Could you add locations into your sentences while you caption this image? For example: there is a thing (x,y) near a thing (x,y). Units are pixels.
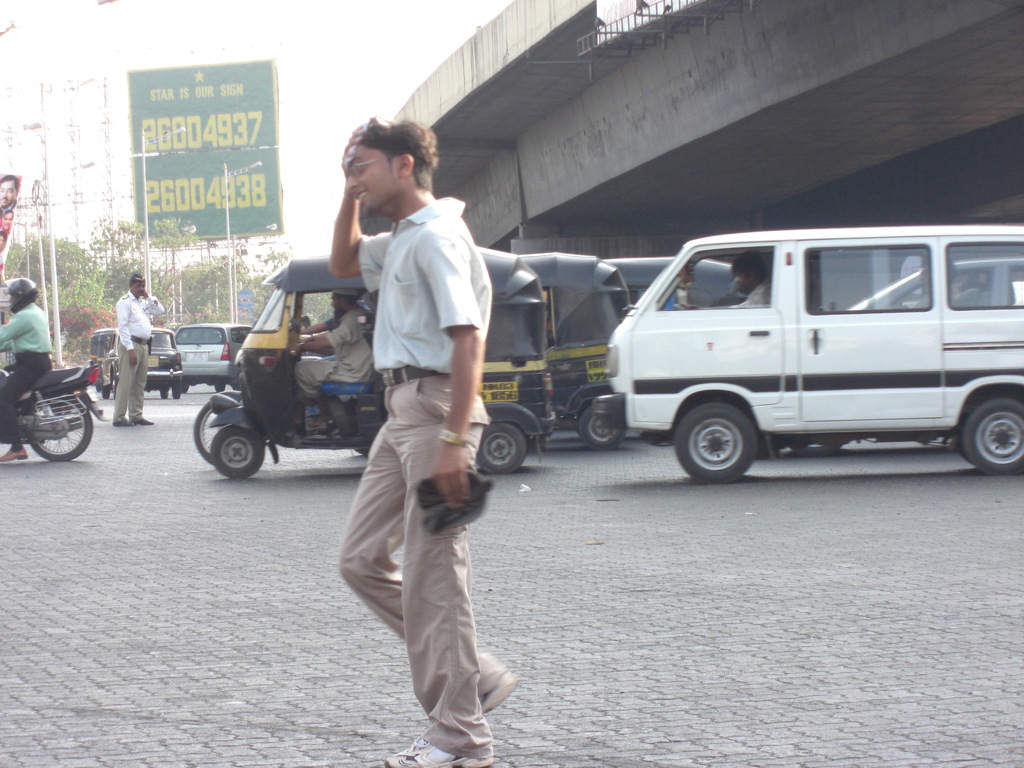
Here is a person (396,484) walking. These are the vehicles (711,338) moving on the road (184,408). I can see a traffic police (146,345) standing. This is a hoarding (186,177). These looks like a street lights (143,154). This looks like a flyover (764,97). These are the trees (193,282).
